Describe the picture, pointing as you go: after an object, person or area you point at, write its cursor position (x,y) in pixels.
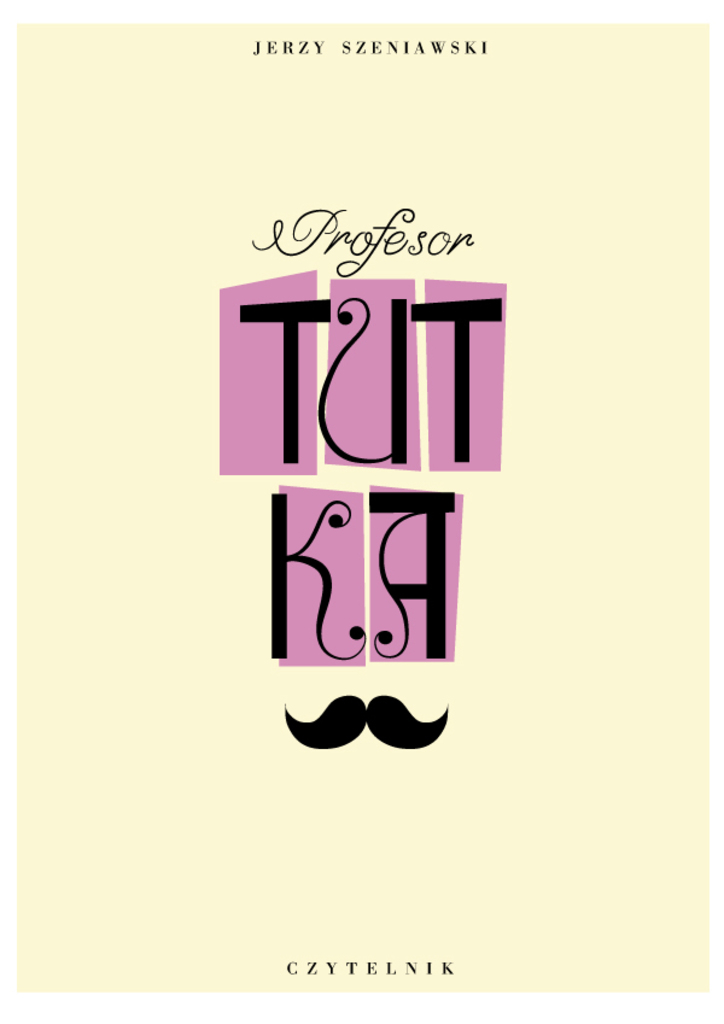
In this image we can see a poster (349,640) with some text (353,634) on it.
